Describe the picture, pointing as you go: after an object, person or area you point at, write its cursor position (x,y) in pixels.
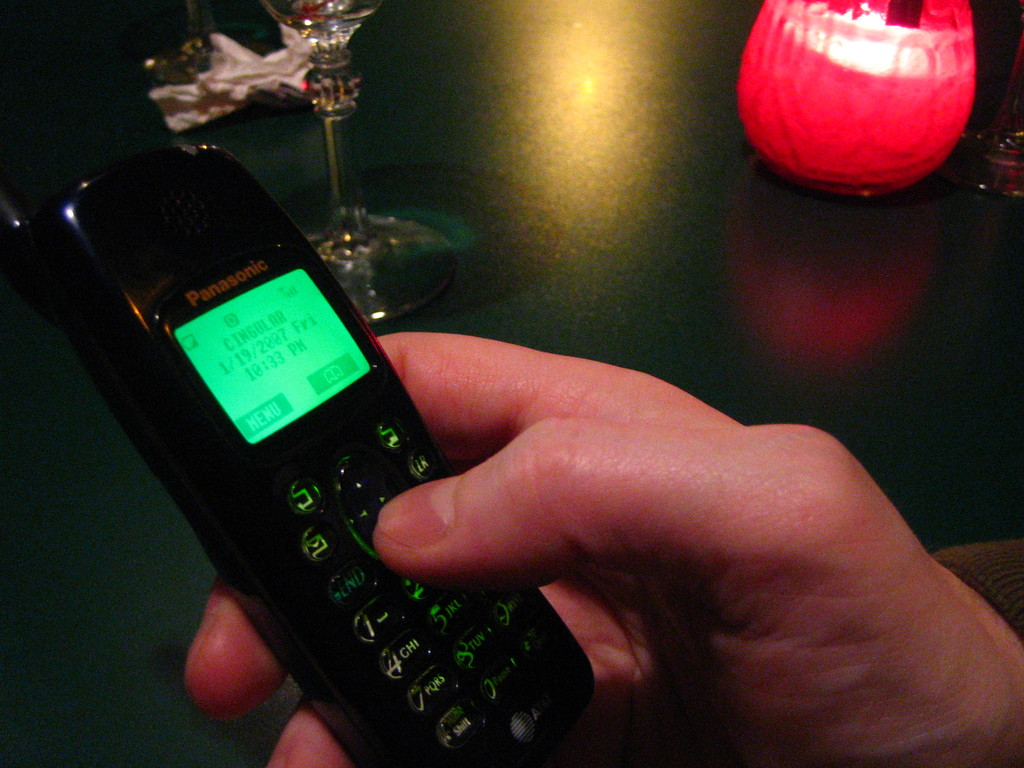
In the image I can see a person hand (471,524) in which there is a phone (368,370) and to the side there is a glass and a lamp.
